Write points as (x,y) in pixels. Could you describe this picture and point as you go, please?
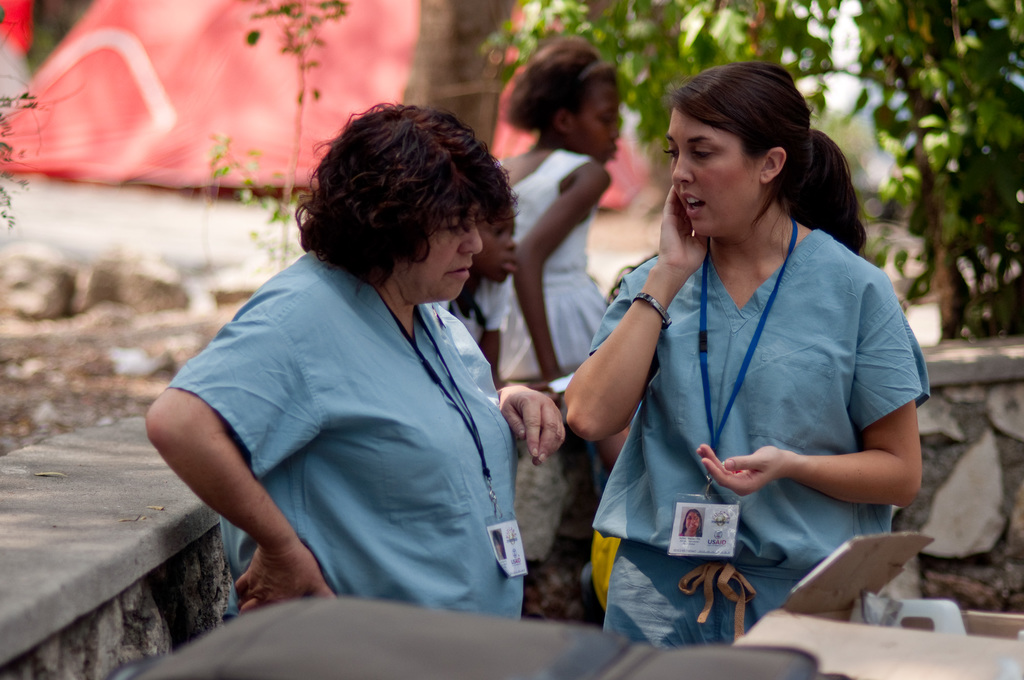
In the middle of the image (402,266) few women (405,162) are standing. Behind them there is wall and there are some trees (1017,97).
